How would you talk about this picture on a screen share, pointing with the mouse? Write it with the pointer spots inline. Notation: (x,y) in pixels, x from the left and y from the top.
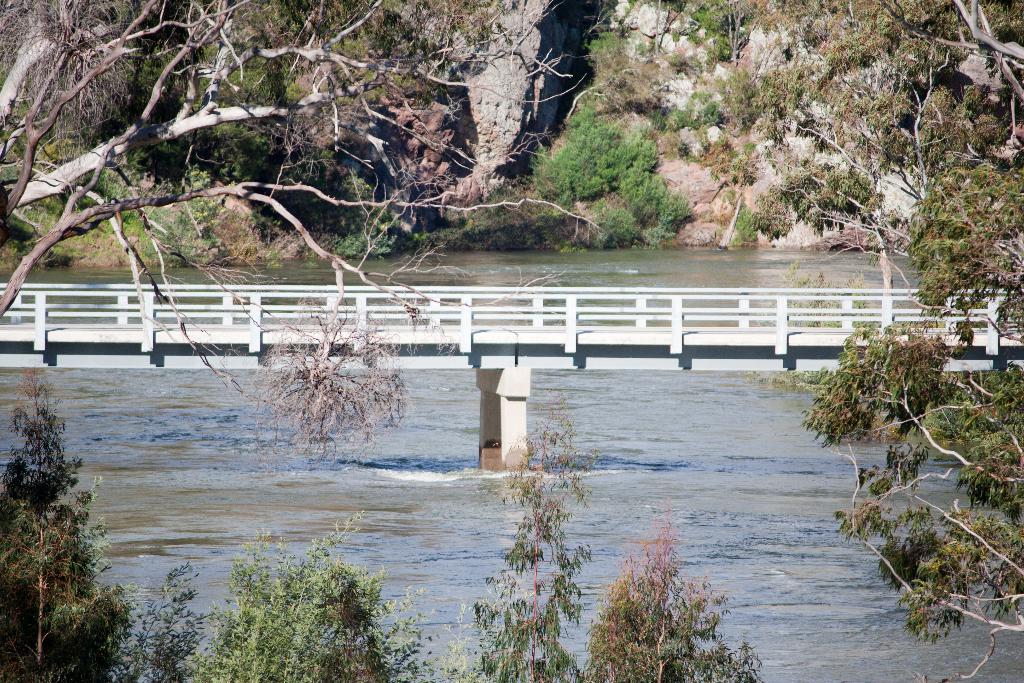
In this picture we can see a river (493,471) under a white bridge (402,352) surrounded by rocks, trees (789,223) and bushes (562,171).
